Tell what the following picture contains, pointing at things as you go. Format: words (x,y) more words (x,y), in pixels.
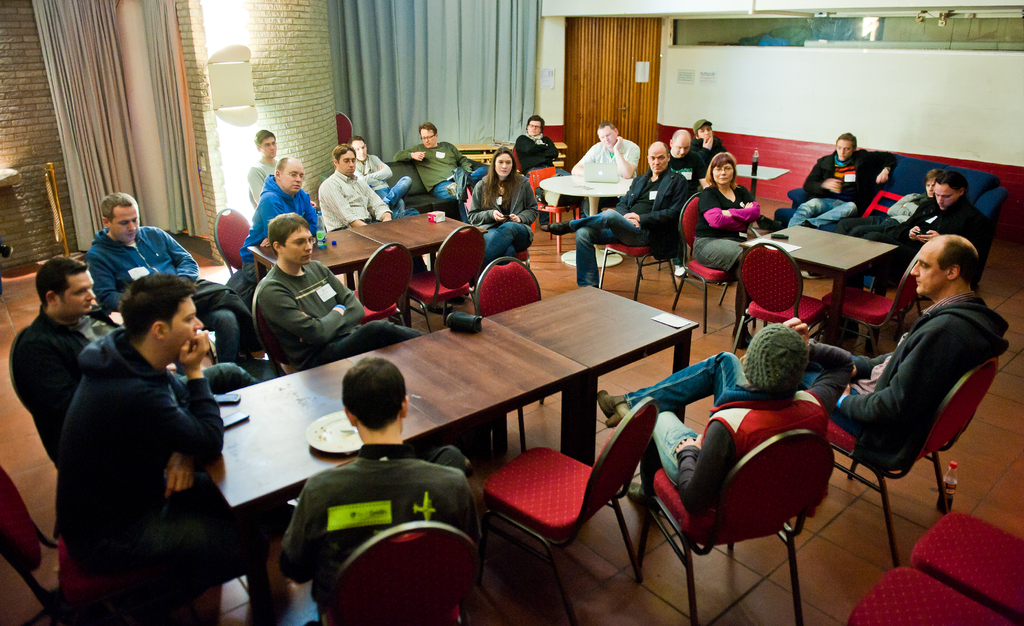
There are a group of people (955,247) sitting in a room (726,81) and discussing about something.
